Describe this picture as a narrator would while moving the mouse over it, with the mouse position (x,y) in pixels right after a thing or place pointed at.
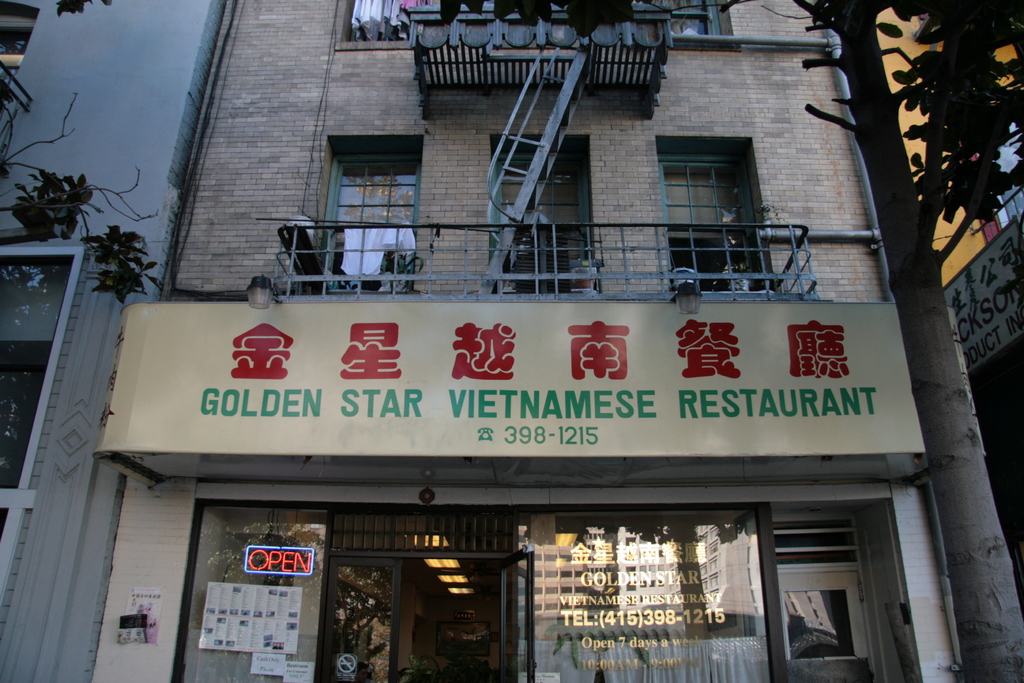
Here in this picture we can see a building (173,206) present and we can also see windows (496,217) and doors (339,622) in the front (413,662) and in the middle (392,435) we can see a hoarding (393,402) present and we can also see a staircase (539,90) present and we can see plants (974,181) and trees (900,188) also present.
